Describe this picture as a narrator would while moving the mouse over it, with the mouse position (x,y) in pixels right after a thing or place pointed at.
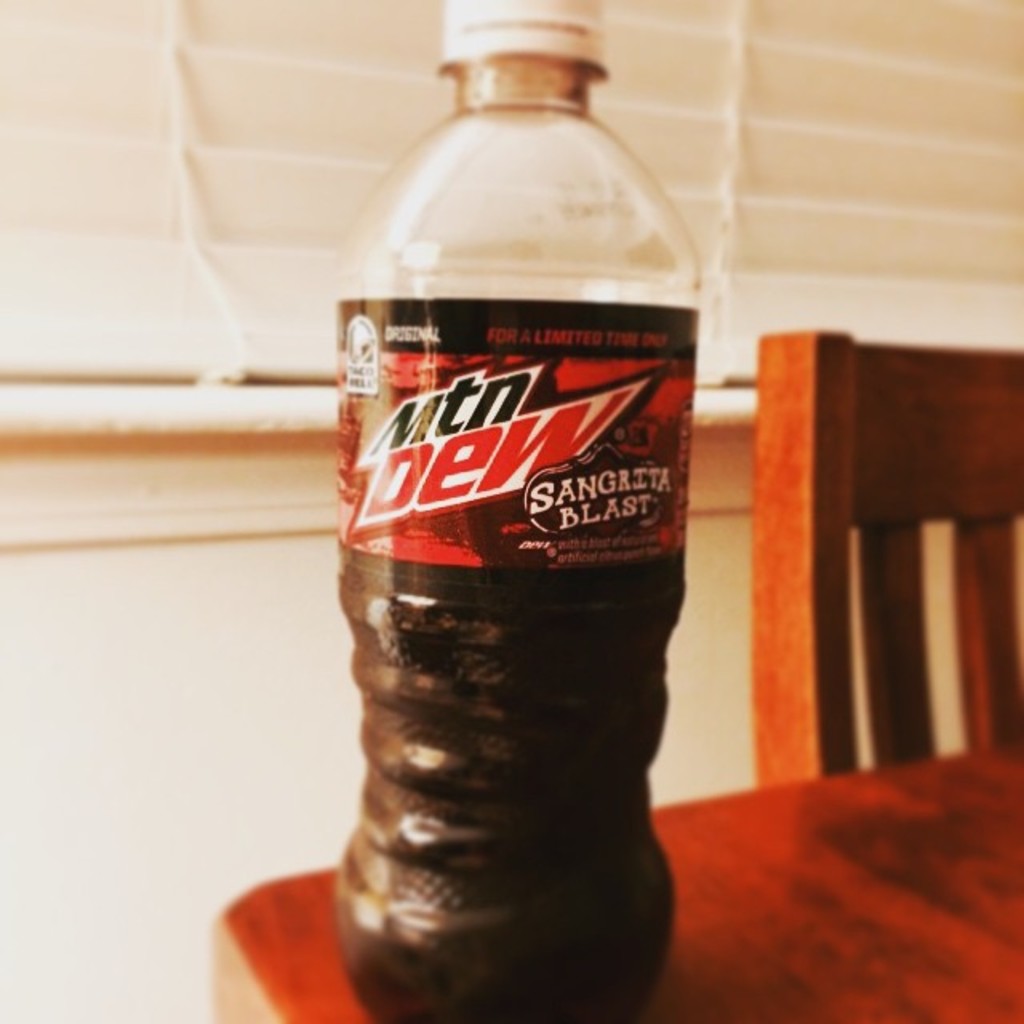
In the image we can see there is a juice bottle (522,578) which is kept on table (870,938).
